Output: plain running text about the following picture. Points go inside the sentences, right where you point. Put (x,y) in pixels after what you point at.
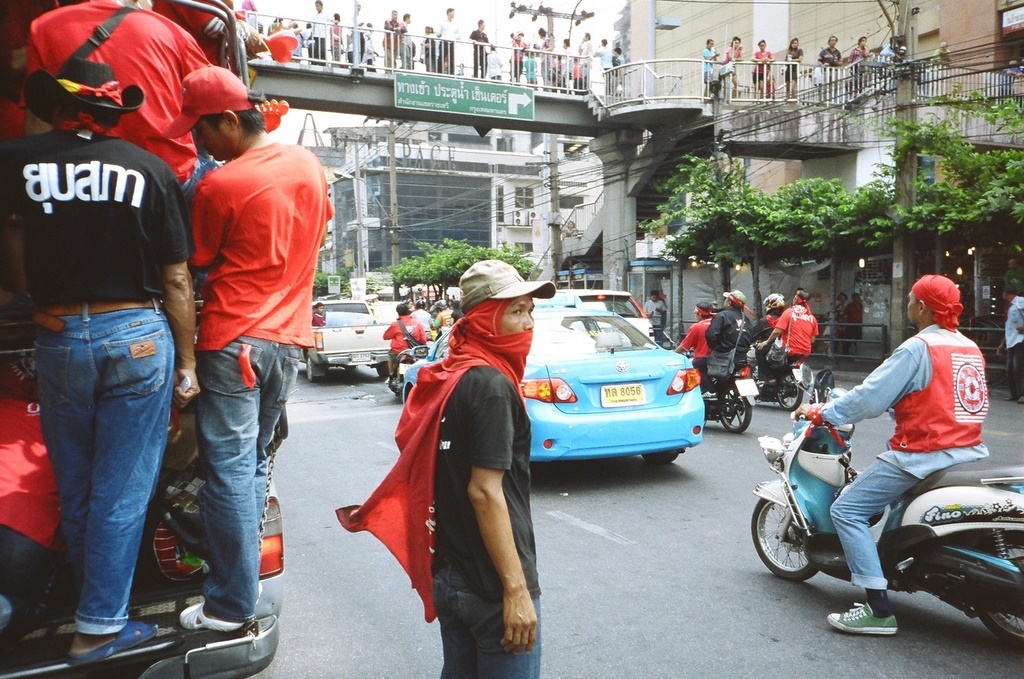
Few persons (212,208) are standing. These persons (716,326) sitting and riding vehicle (789,450). This is road (635,550). We can see vehicles (573,334). This is board (476,95). We can see buildings (486,190) and trees (890,185). This is pole (393,208). This person (484,288) wear cap (476,266).
